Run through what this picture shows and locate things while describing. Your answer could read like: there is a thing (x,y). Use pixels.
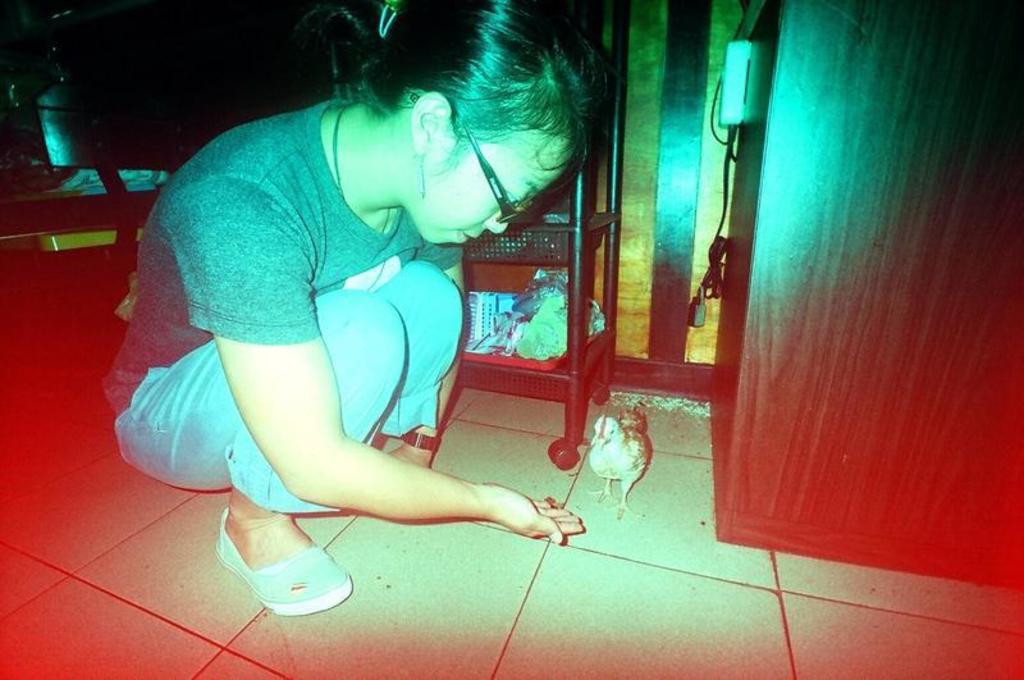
In this picture I can observe a woman (401,257). She is wearing T shirt (232,227) and spectacles (473,143). In front of her there is a bird (598,444) on the floor (516,451). On the right side (761,469), it is looking like a brown color cupboard (795,303). The background (249,64) is dark.
